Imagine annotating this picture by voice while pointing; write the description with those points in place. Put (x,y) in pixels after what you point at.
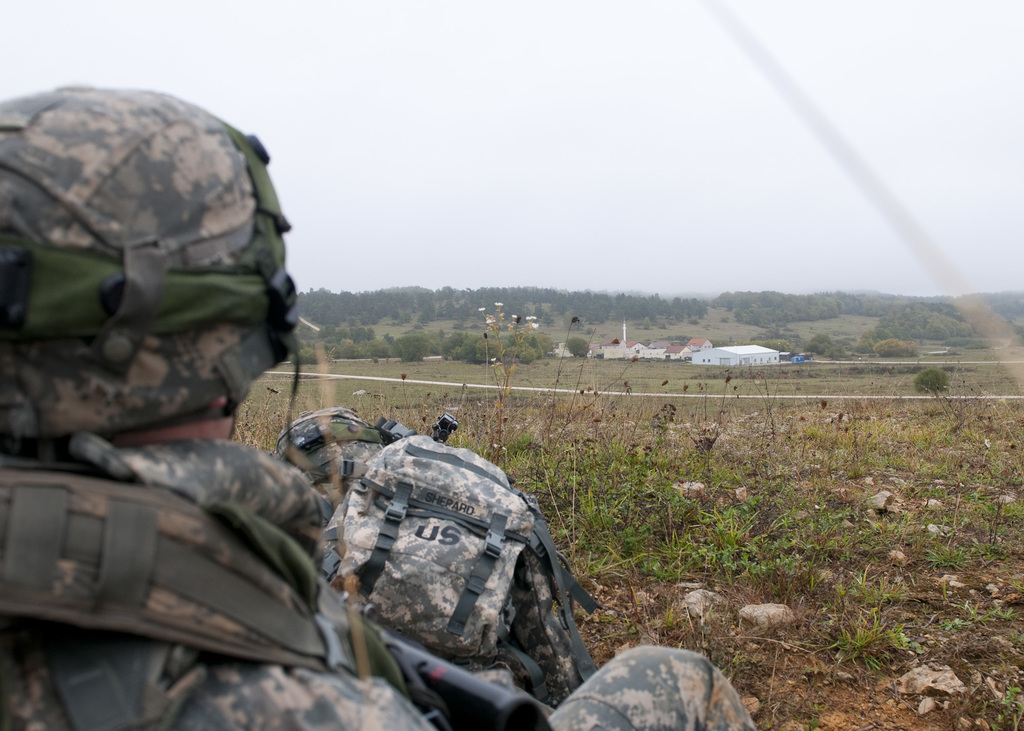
Left side of the image (188,558) there is a person (240,700) wearing a uniform (155,489) and a helmet (103,429). Before him there are few bags (464,529) on the land (602,562) having some grass (663,514), plants (668,474) and few rocks (783,609) on it. Middle of the image (672,351) there are few houses (629,352). Background (546,350) there are few trees (409,333). Top of the image (604,60) there is sky (604,60).
